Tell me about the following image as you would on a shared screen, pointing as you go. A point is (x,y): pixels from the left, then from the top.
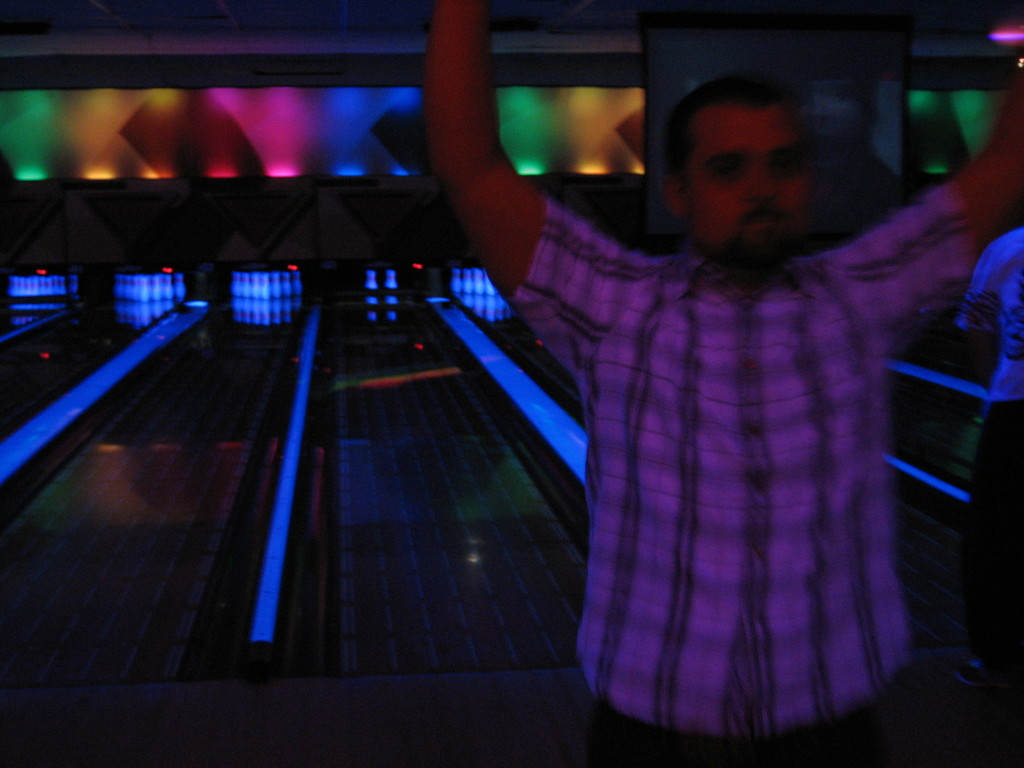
In the foreground of the picture (637,323) we can see a person (598,433) cheering. In the background (232,300) we can see a bowling platform (25,330) and light (337,106). At the top (106,57) it looks like a wall (337,29).
